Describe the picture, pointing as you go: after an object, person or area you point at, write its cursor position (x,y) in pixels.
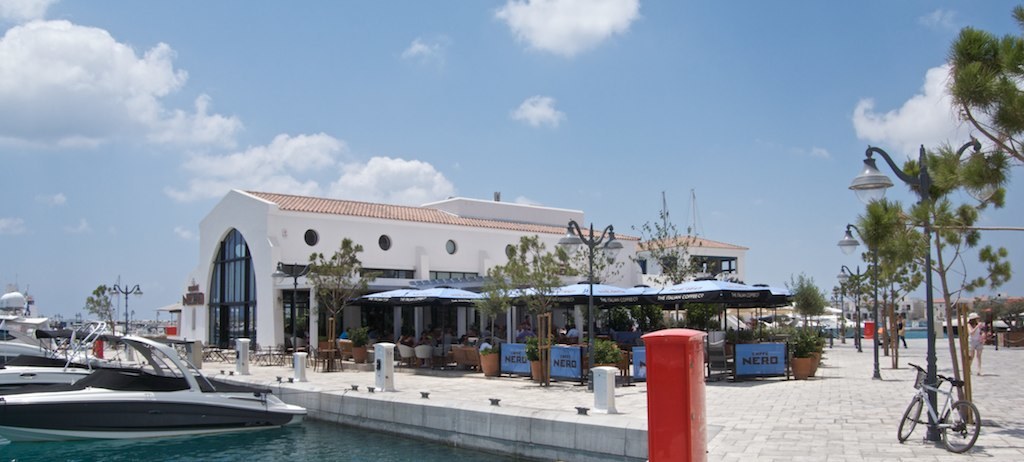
In this image, we can see water (63,445), there are some boats (234,397) on the water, we can see the floor (854,406) on the right (866,400), we can see a bicycle (956,420), we can see some trees (1006,118), there are some poles (934,349) with lights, there is a building (353,312), at the top (404,138) we can see the sky (783,53).
